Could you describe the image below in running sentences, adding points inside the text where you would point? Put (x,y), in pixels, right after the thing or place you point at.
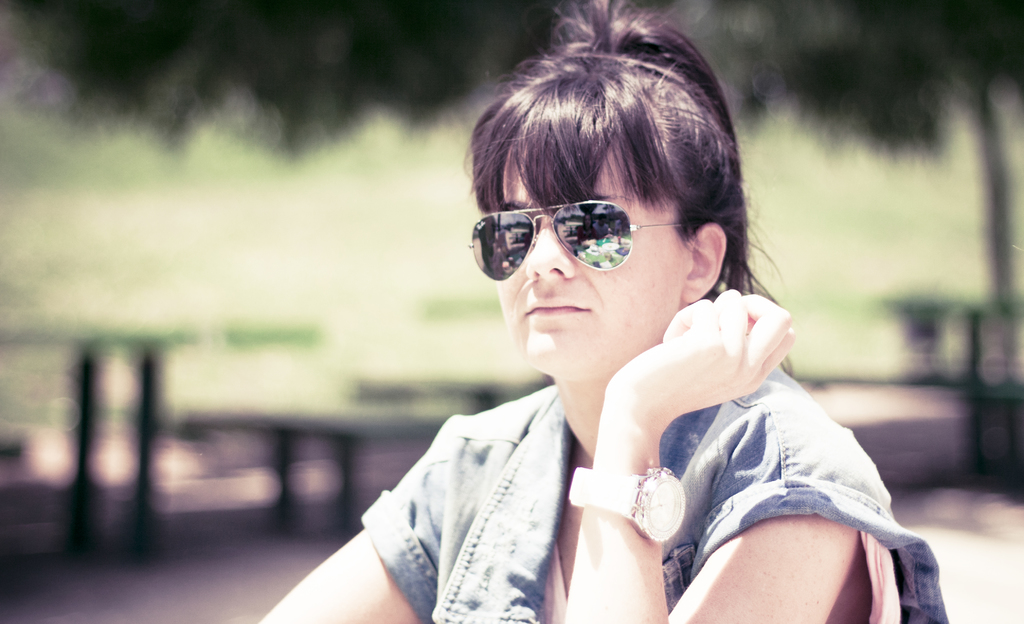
In this image I can see a person (433,615) sitting and I can see blur background (243,214).
